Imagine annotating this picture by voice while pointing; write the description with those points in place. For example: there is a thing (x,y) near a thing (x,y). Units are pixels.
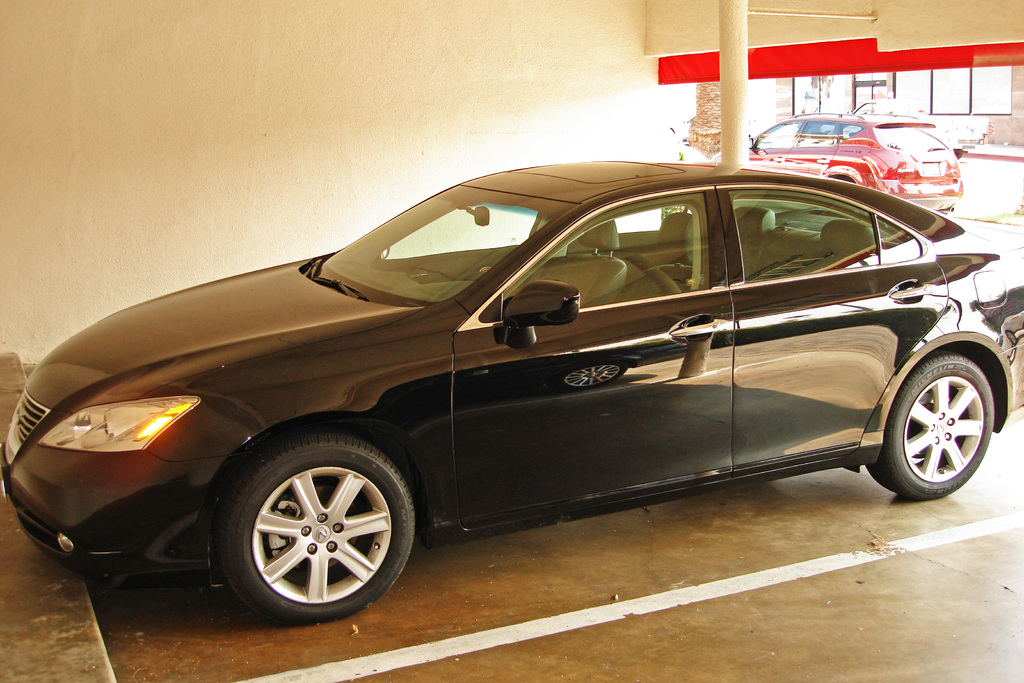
In the middle of the picture (628,335), we see a black color car (592,400) is parked in the parking lot (9,673). Beside the car (706,206), we see a white wall (464,172) and a pole (727,32). On the right side (850,155), we see a red car (873,155) is parked. Beside that, we see a building (930,85).
